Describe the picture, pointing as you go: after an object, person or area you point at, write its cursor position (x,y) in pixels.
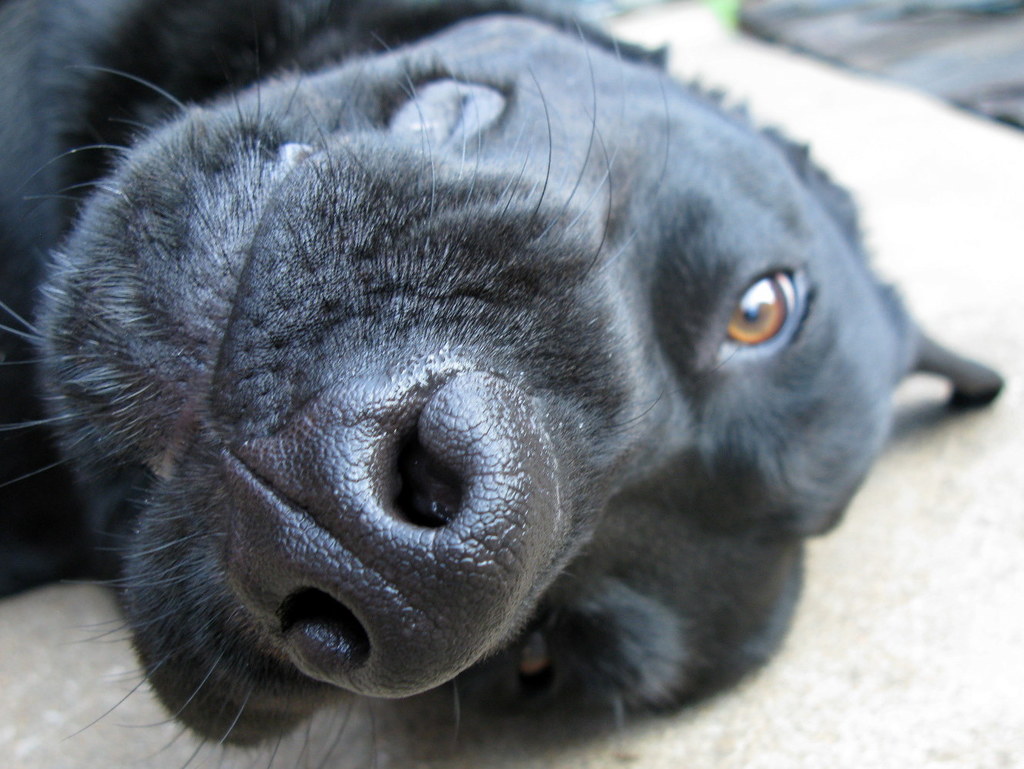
In this picture we can see black dog (202,361) on the surface (820,589). In the background of the image (935,70) it is blurry.
